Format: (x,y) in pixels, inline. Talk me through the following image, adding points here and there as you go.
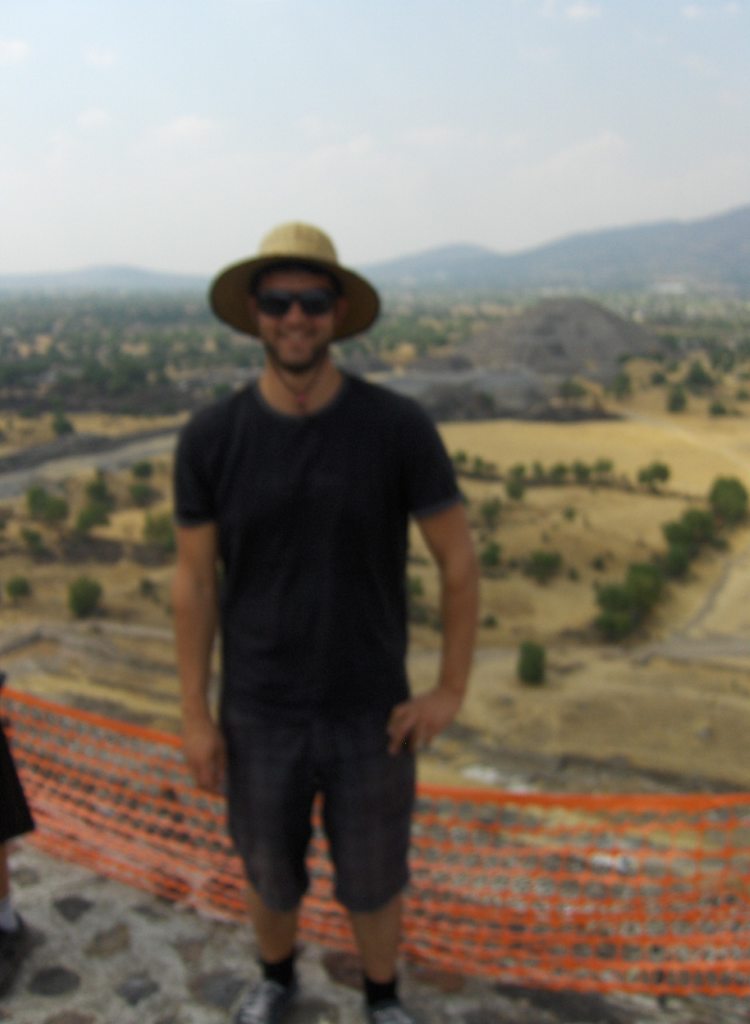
In this image we can see a man (442,556) and he is smiling. He wore goggles (284,309) and a hat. In the background (444,914) we can see a mesh (603,830), ground (617,712), trees (46,312), mountain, and sky (534,190) with clouds (511,167).
